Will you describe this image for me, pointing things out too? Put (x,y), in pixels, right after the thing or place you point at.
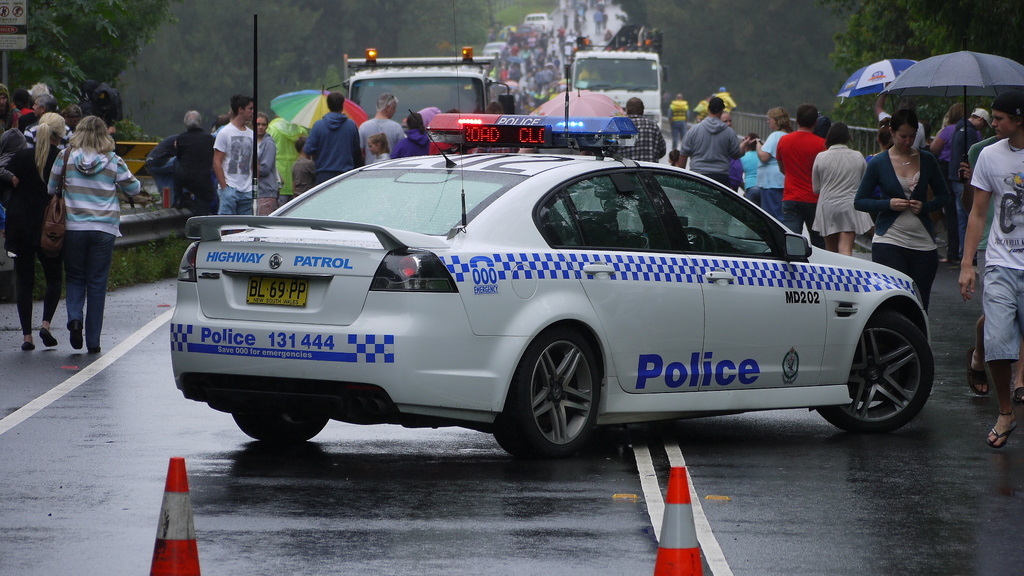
In this image in the center (363,221) there are some people (844,175), and there are some vehicles (369,182) and some of them are holding umbrellas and walking. And at the bottom there is road (561,514) and barricades (165,493), and in the background (142,119) there are trees (134,76), poles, boards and railing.
